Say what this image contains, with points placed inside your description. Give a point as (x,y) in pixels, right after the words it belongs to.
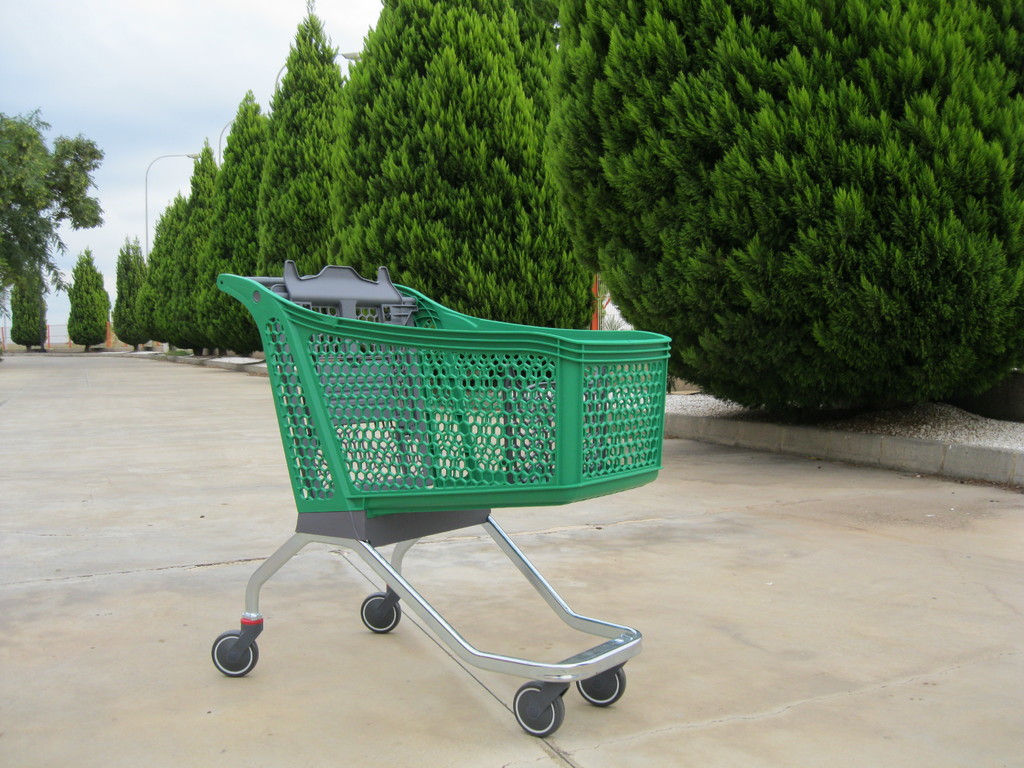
In this image we can see a trolley (489,512) which is placed on the ground (674,629). We can also see a group of trees (339,209), a street pole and the sky (175,182) which looks cloudy.
